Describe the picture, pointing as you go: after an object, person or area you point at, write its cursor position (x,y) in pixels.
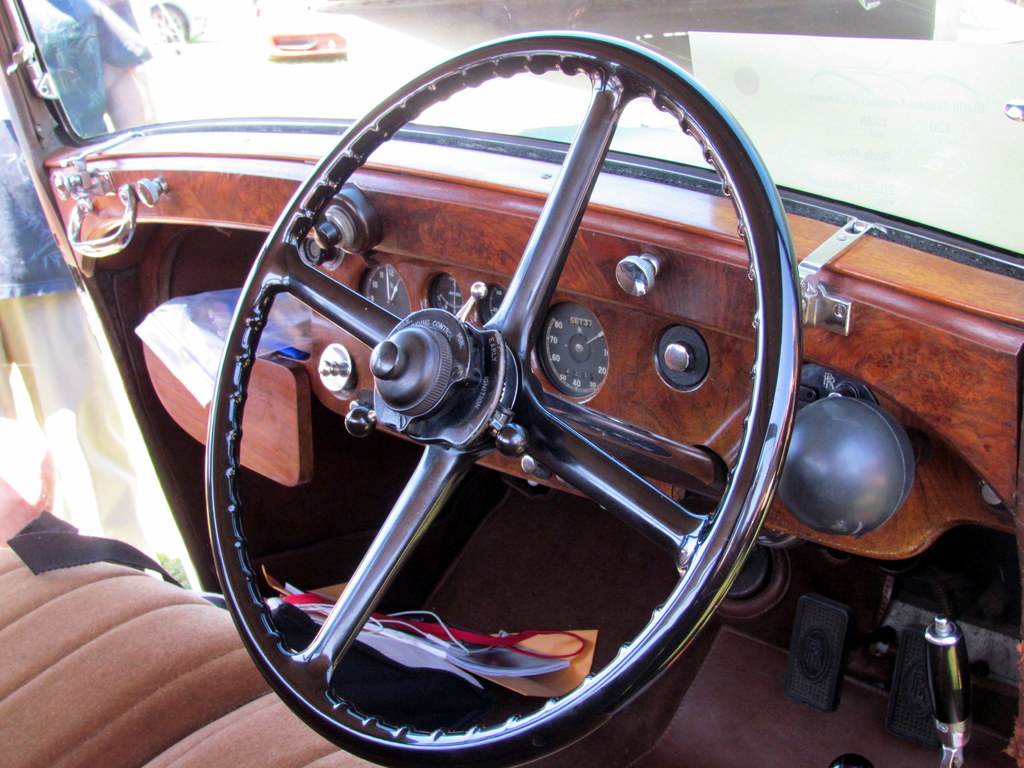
In this given picture, We can see inside view of four wheeler vehicle (921,393) after that, We can see the steering (330,679), a mirror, brakes (826,666), few objects (494,657) next, We can see a driver seat (238,664) and a person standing outside the vehicle (84,266).
